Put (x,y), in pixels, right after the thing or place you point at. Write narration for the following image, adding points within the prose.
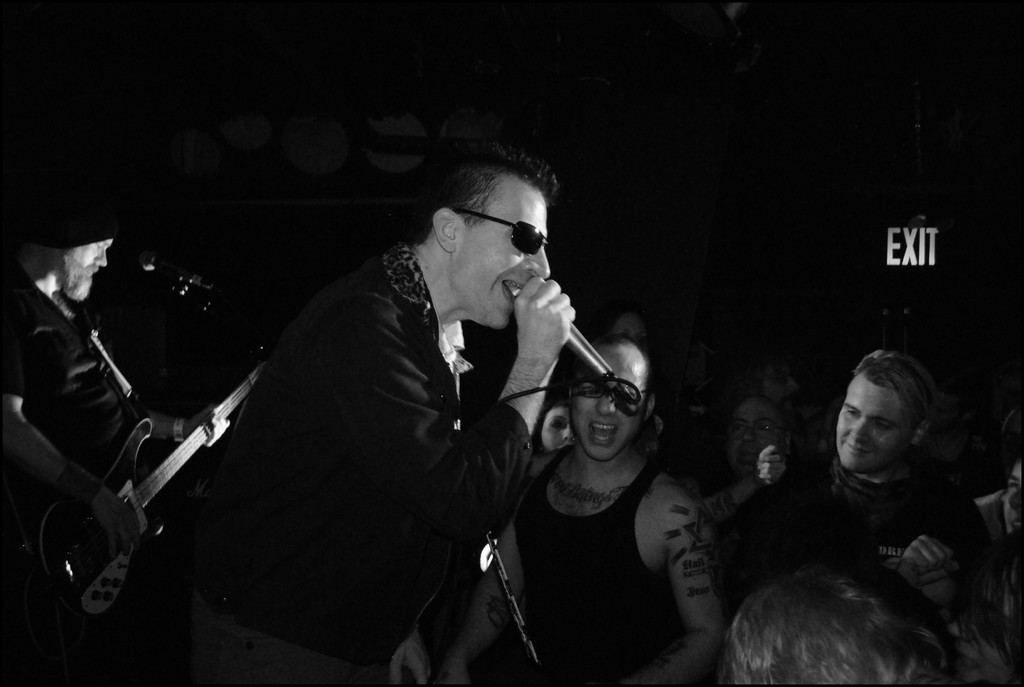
There are some group of people (450,349) in the picture. One guy (387,372) is holding a mic (583,342) in his hand (522,307) and singing. He is wearing a spectacles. In the background (83,463) there is another guy (83,385) playing a guitar (75,589), remaining people (616,501) are enjoying the concert.
